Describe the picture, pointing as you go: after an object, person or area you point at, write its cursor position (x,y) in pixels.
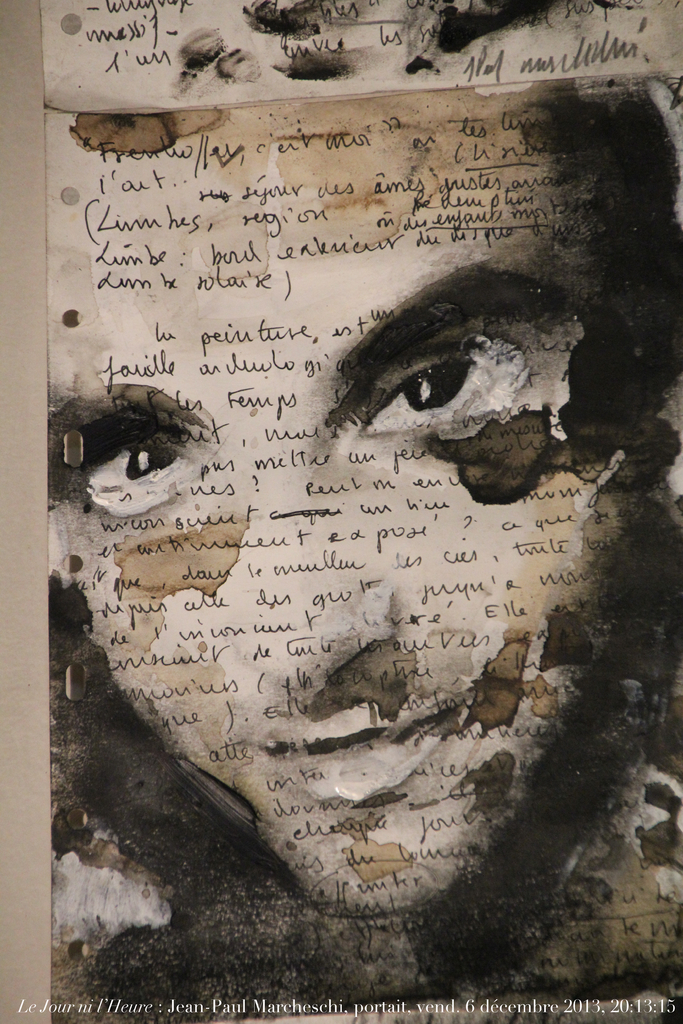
In this picture we can observe a face (468,539) of a human (170,693) on the paper (433,394). There is some text (251,570) on the paper (272,574). We can observe watermark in this picture. The background (34,1014) is in white color.
